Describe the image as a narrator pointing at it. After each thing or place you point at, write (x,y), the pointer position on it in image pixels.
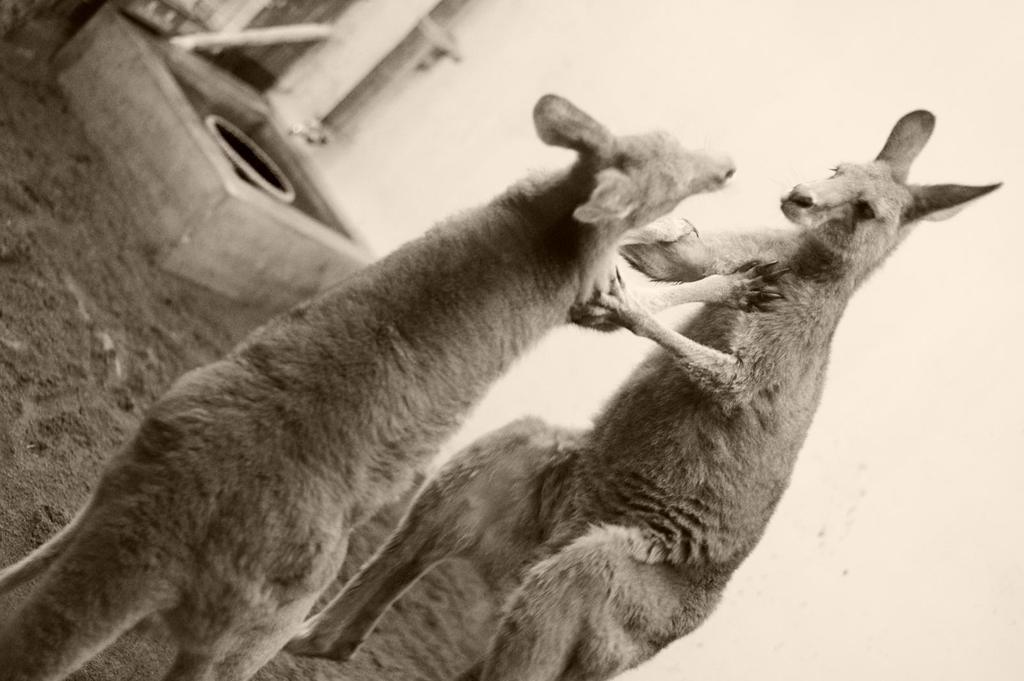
In this image I can see the animals (279,413). At the bottom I can see the sand (92,303). In the background (416,54), I can see the wall (456,66).
